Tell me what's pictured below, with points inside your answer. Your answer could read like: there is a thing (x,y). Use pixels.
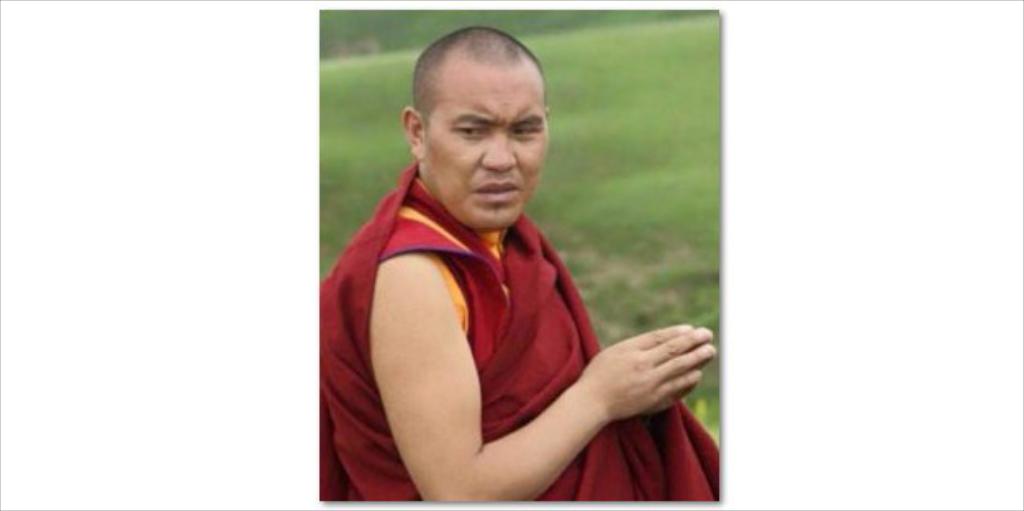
In this image I can see the person (391,372) with the maroon color dress (511,314). In the back (644,174) I can see the ground (614,172) and the trees (345,40) but it is blurry.
